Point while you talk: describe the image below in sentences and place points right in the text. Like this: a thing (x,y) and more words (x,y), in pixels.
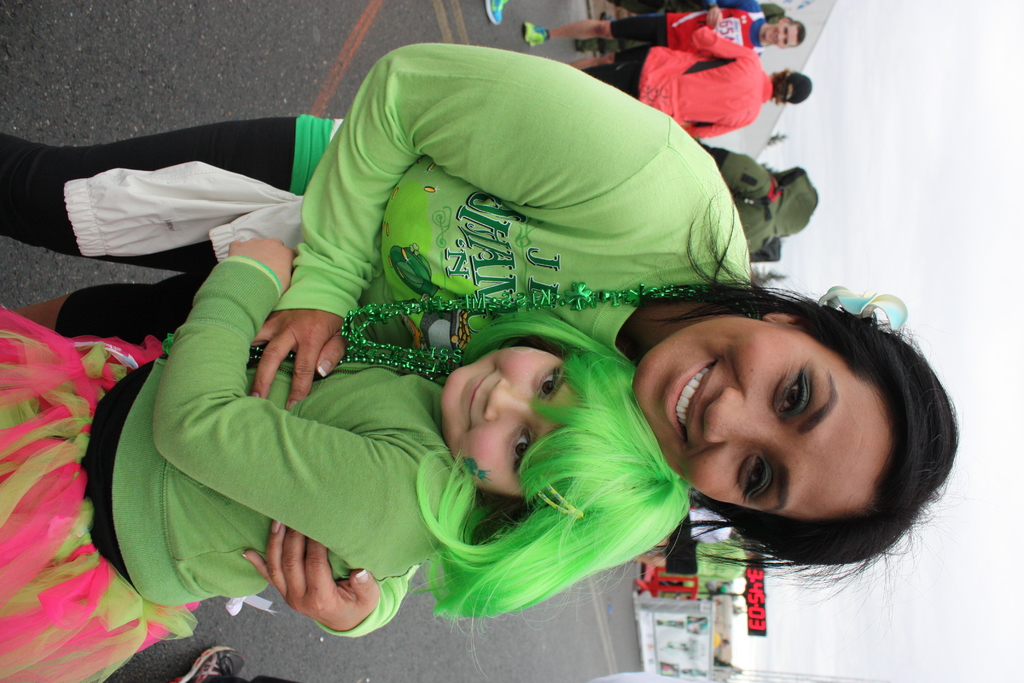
In the foreground of this image (648,415), there is a woman (492,283) and a girl (476,433) in green color dress (409,447) standing on the ground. In the background (706,106), there are few persons (782,209), building (814,24), trees (778,276), a timer board (753,594) and the sky (988,516).
